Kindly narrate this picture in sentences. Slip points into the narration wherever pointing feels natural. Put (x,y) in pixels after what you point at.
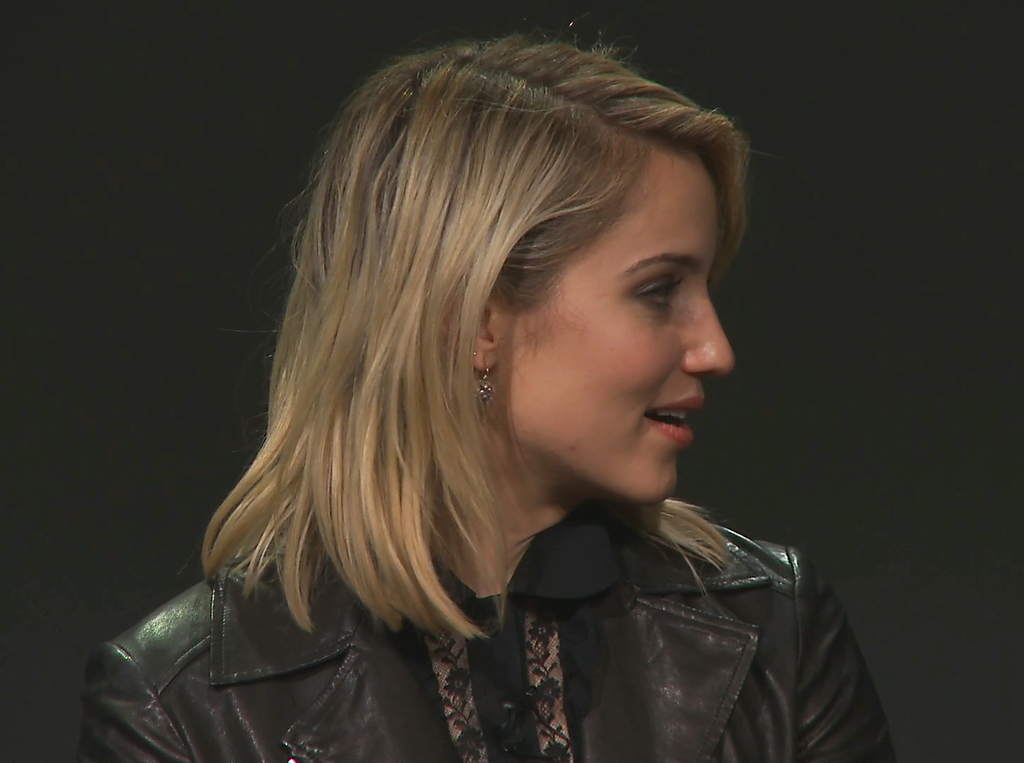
In this image I can see the person (498,555) and the person (564,555) is wearing black color jacket (672,657) and I can see the dark background (912,377).
